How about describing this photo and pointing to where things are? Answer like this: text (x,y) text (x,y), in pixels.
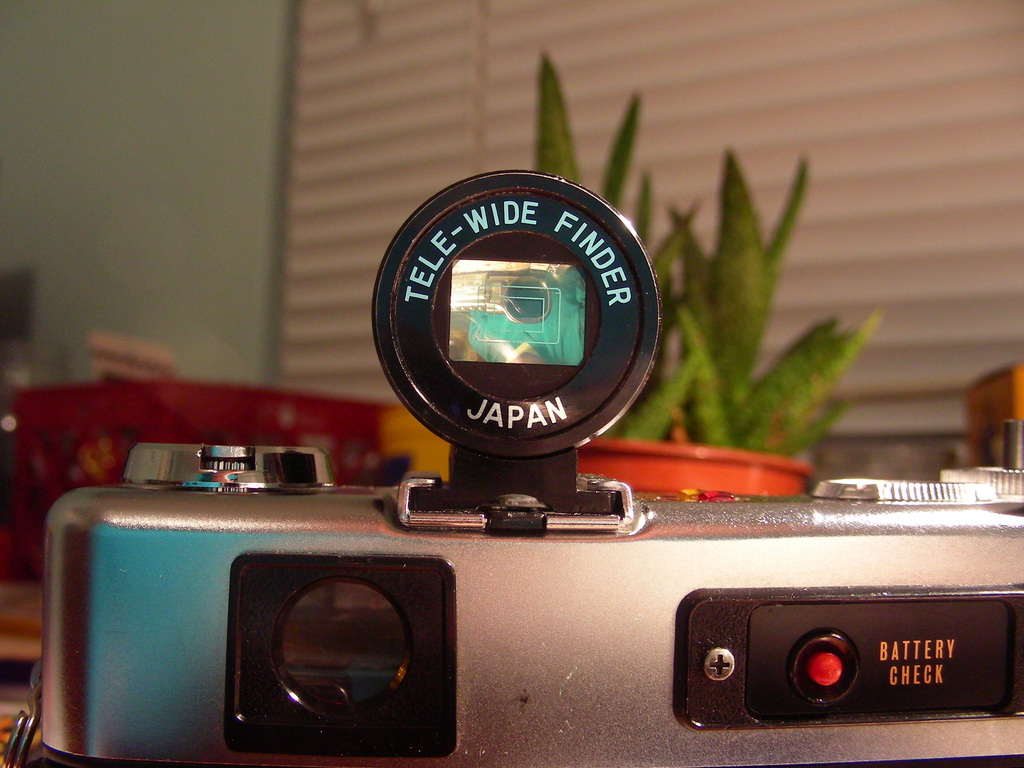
In this image there is a metal equipment (476,589). There are buttons (821,669) and text (937,671) on the equipment (606,635). Behind the equipment (616,516) there is a houseplant (696,382). In the background (478,111) there are window blinds (490,99) to the wall (192,170).
